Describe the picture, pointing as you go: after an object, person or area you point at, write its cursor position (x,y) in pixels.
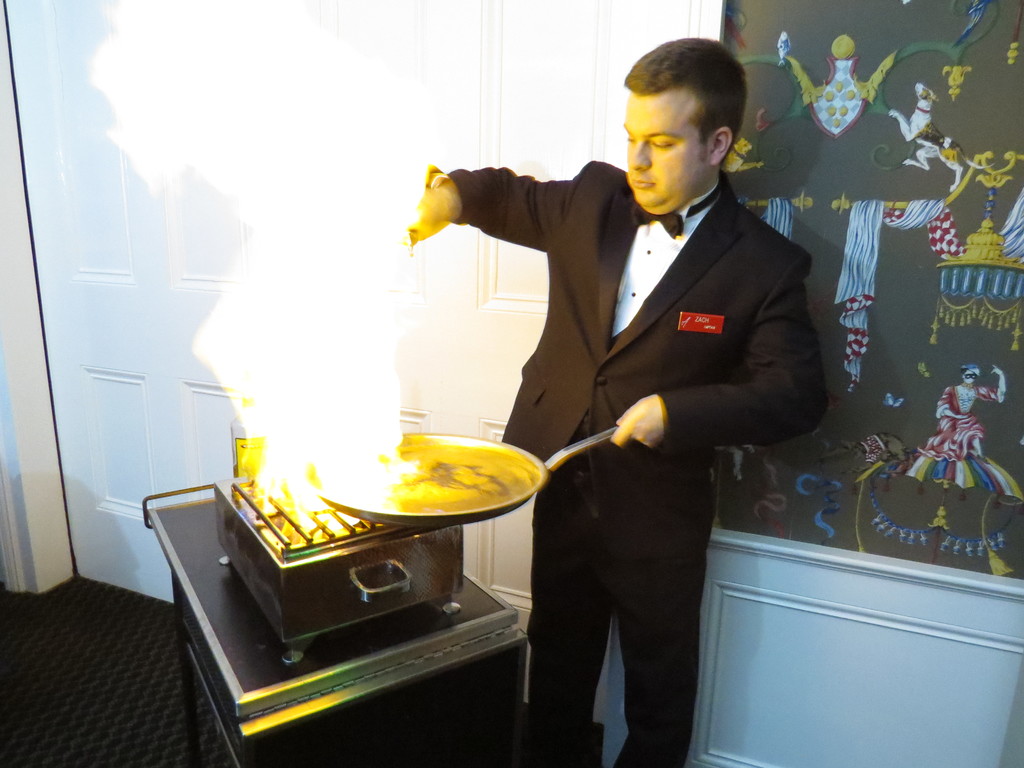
In the center of the image (624,365) we can see a man (632,275) is standing and cooking and holding a vessel (485,473). In-front of him we can see a table (325,691). On the table (469,672) we can see a stove (368,527) and also we can see fire (286,432) and smoke (297,330). In the background of the image (89,501) we can see the wall (930,475), door (54,333), board (933,522). At the bottom of the image (161,645) we can see the floor (63,596).
